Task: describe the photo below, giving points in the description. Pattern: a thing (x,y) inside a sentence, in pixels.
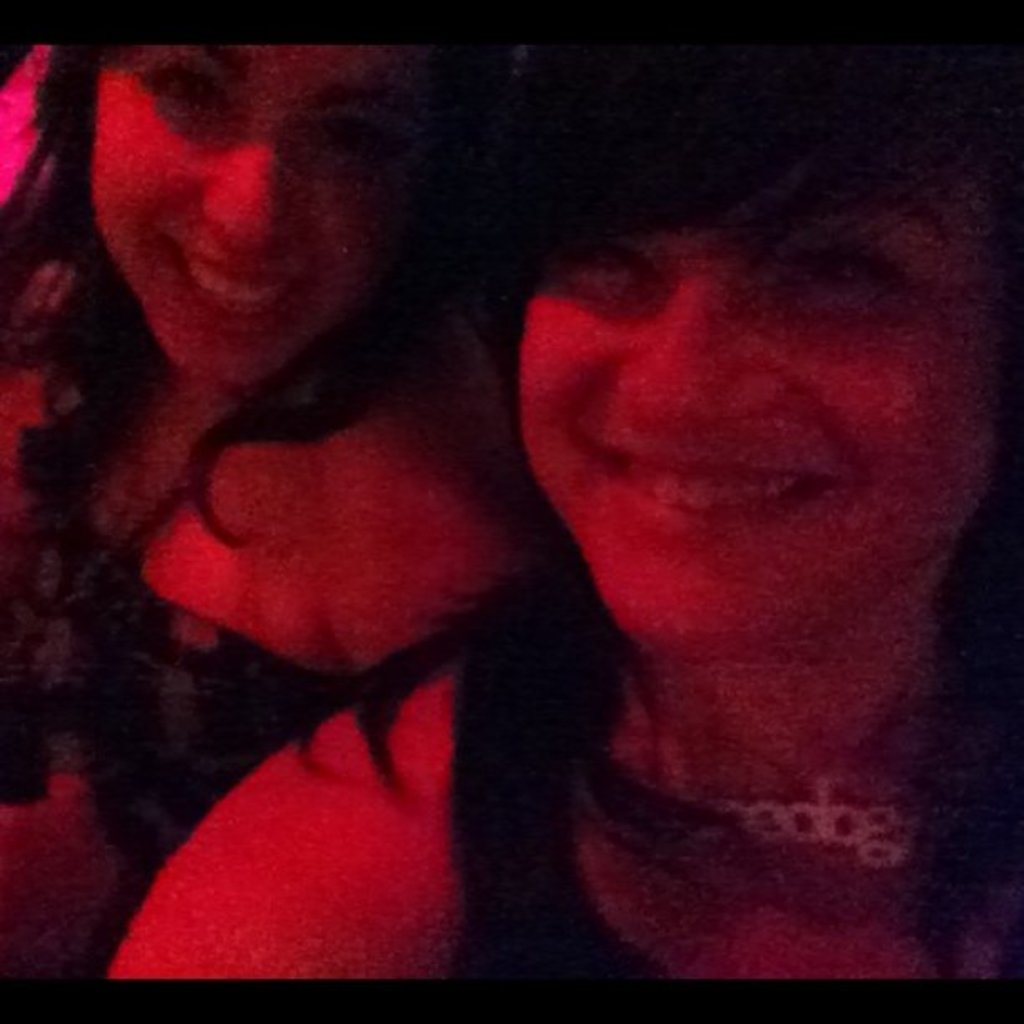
In this picture I can observe two women (349,246). Both of them are smiling. I can observe red color light (118,133) on the faces (151,150) of women (163,584) in this picture.
